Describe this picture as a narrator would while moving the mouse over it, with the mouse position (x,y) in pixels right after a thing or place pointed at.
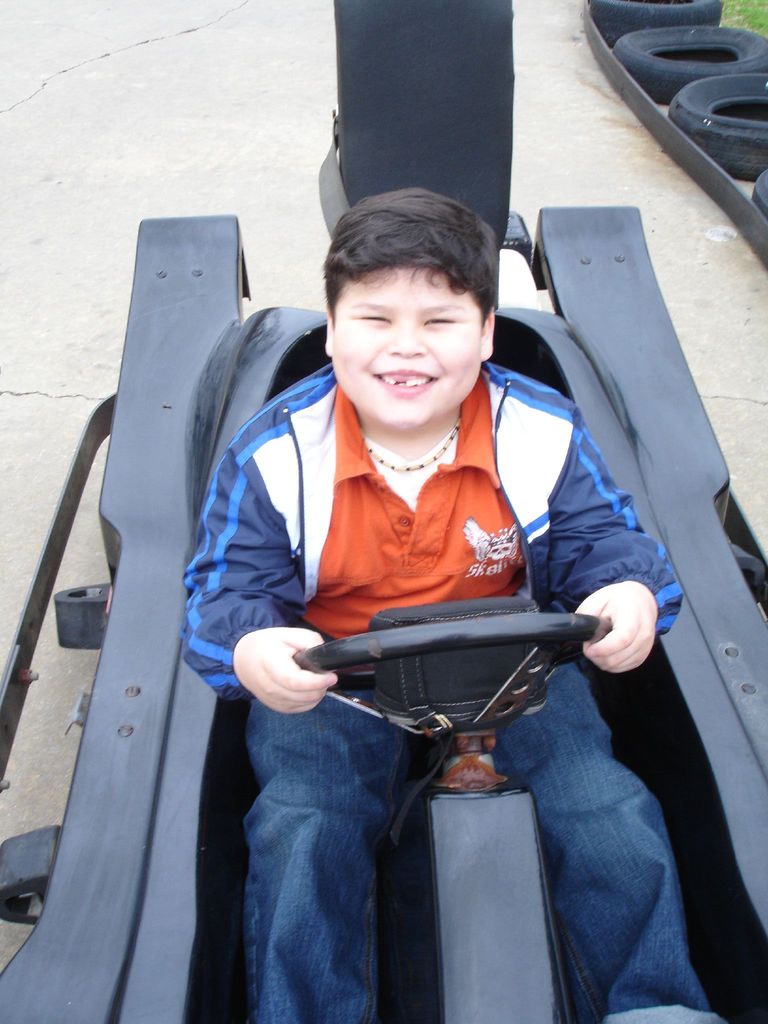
A boy (285,672) is riding the vehicle (404,650), he wore red color t-shirt (499,572), blue color jeans (590,751). He is smiling.
